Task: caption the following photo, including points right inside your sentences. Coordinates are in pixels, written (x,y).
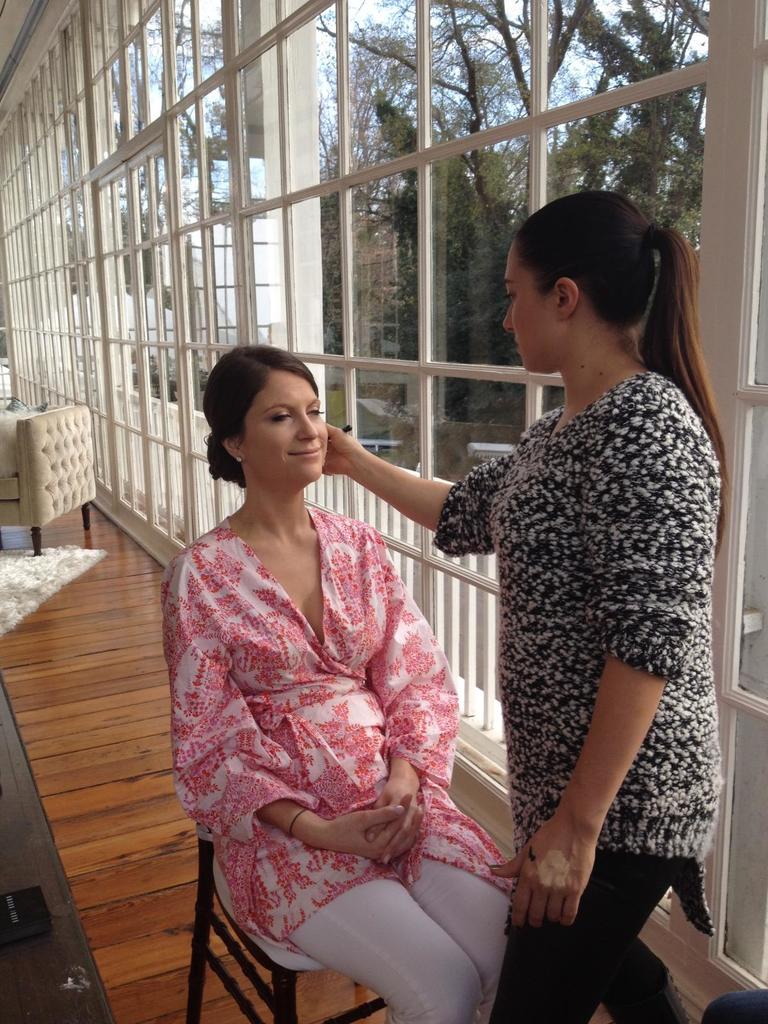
There two women (550,572). One women (277,761) is sitting on the chair (246,945) and the other woman (544,833) is standing. This is a couch (61,482). This looks like a floor carpet (27,583) placed on the floor (37,615). This looks like a glass window (332,150). I can see tree (457,194) through the window (478,198). This is the wooden floor (104,773).
